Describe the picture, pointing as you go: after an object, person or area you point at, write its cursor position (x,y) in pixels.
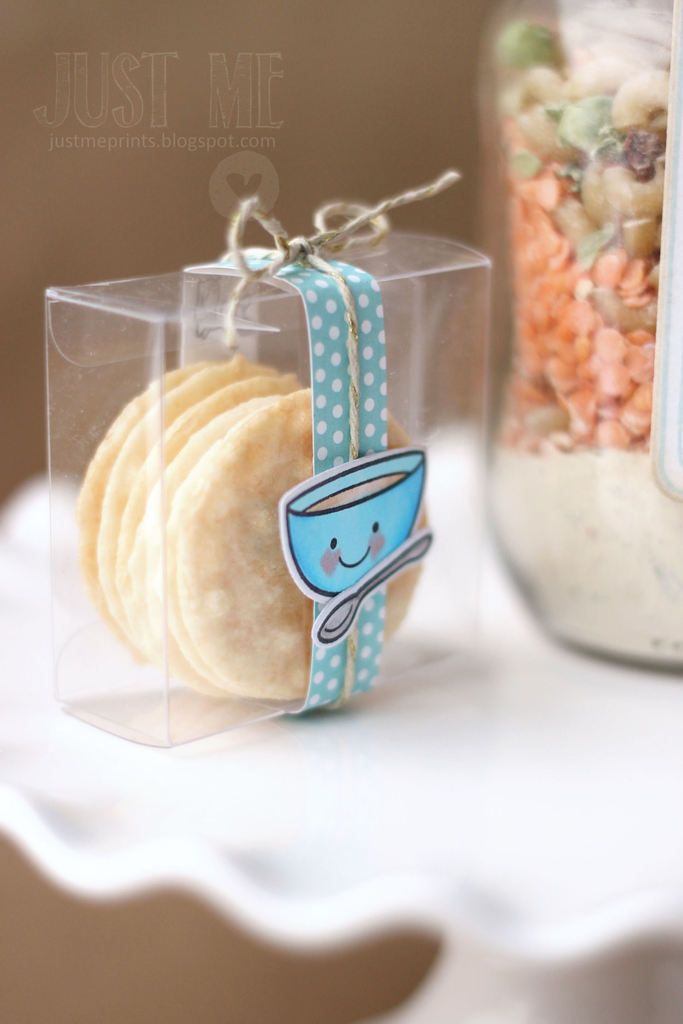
In the picture I can see some food item (177,469) is kept in the transparent box (95,347) which is tied with blue color ribbon (320,457) and here I can see a jar (534,214) in which few food items (578,320) are placed. These two are placed on a white color surface (298,731) and this part of the image is blurred. Here I can see the watermark (96,128) at the top left side of the image (126,81).
